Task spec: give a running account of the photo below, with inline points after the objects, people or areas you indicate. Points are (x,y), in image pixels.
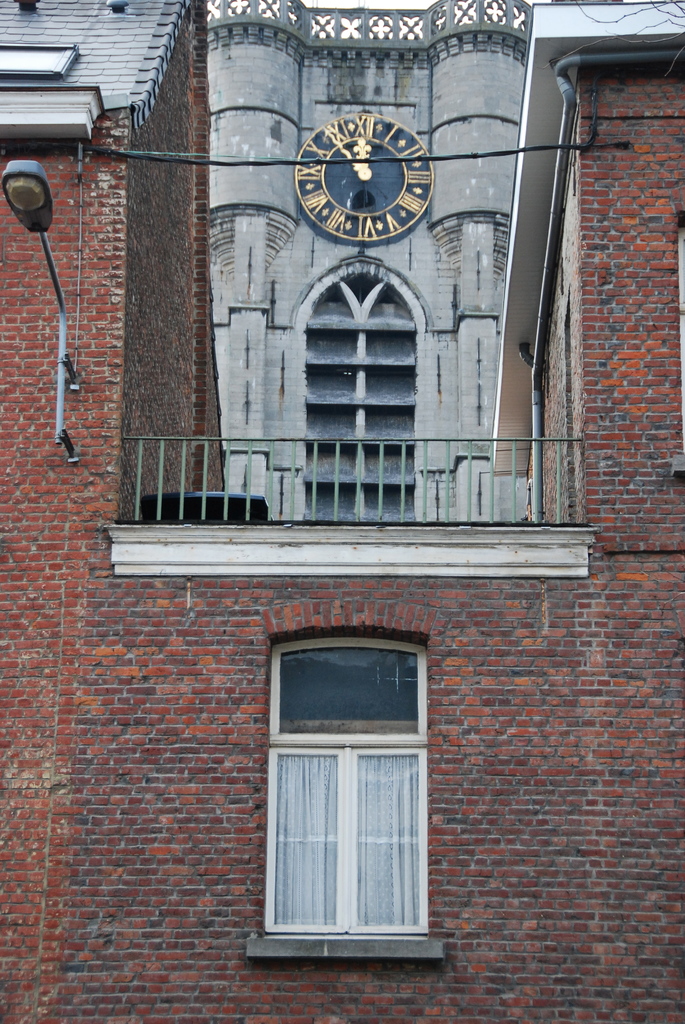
This picture might be taken from outside of the building (543,707). In this image, in the middle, we can see a glass window (376,906), inside the glass window (358,798), we can see a curtain (416,830) which is in white color. On the left side (25,184), we can see a street light (22,197). In the background (351,156), we can see a brick wall (546,520), metal grill (365,454), clock (347,219). At the top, we can see a sky (373,0).
